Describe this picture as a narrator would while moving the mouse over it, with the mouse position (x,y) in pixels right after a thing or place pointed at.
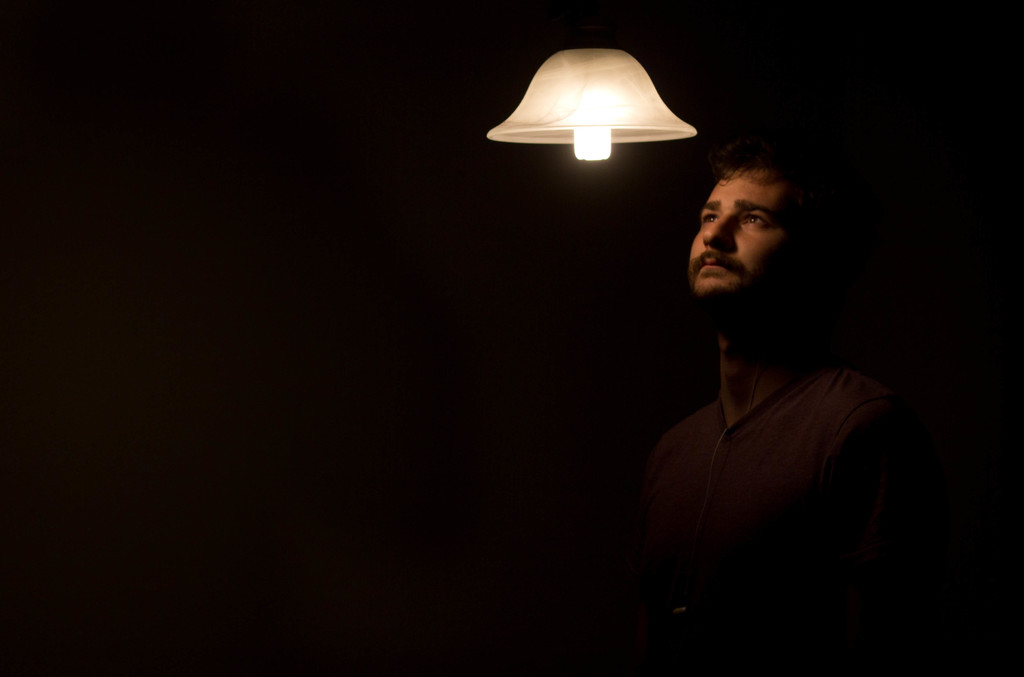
In the picture we can see a man (750,529) standing and he is with a black T-shirt (767,445) and looking at the lamp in the dark and he is with brown T-shirt (918,512).
